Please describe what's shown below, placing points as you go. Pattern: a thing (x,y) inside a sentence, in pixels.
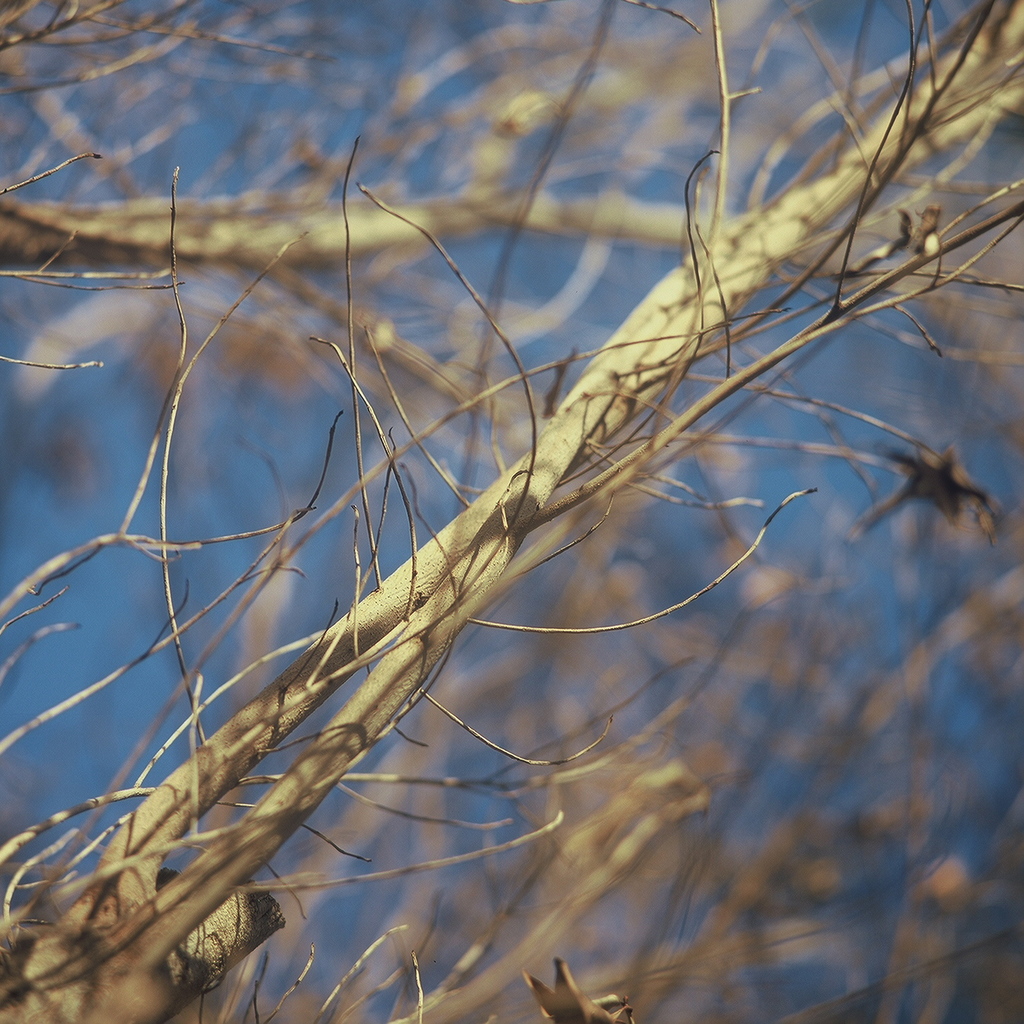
We can see a branch (558,499) of a bare tree (558,499). In the background (141,263) the image is blur but we can see the sky (72,381).
